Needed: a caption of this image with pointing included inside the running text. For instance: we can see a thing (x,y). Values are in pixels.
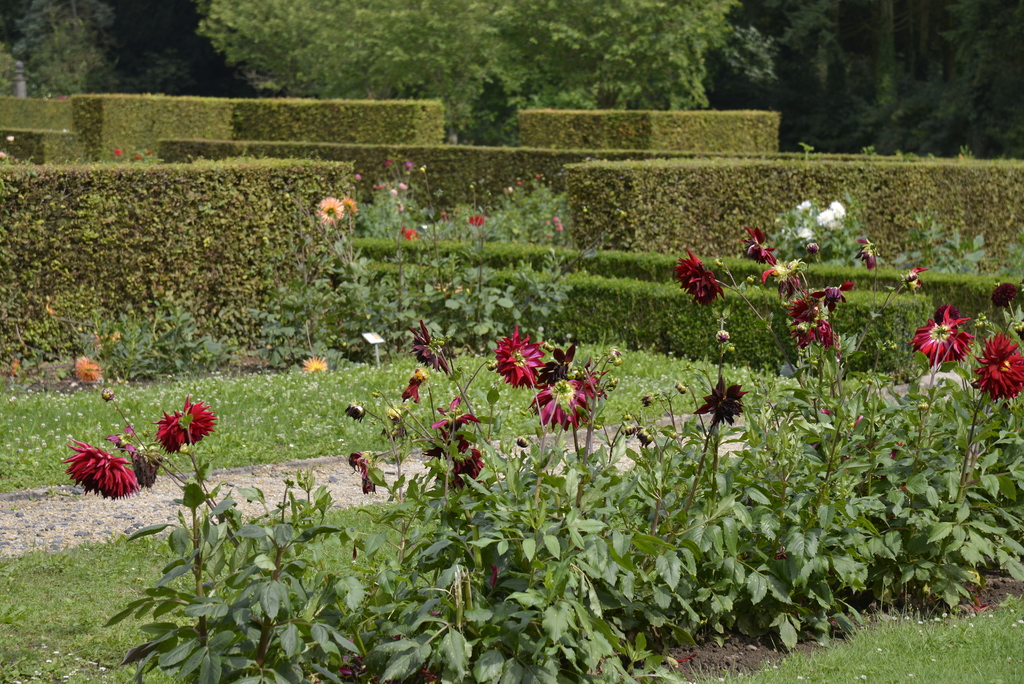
In this image we can see grass (905,645), plants (781,512), flowers (172,444) and trees (807,55).
